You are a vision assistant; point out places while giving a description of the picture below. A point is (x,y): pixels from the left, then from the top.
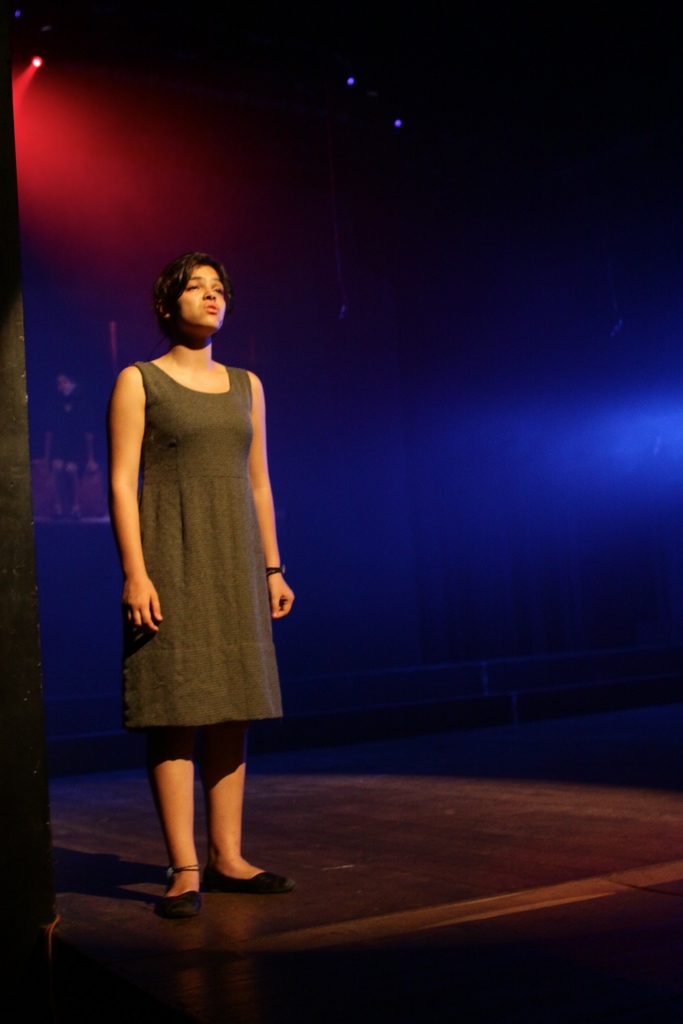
In the picture I can see a woman (251,473) wearing gray color dress (202,500) is standing on the stage (440,802). The background of the image is dark where we can see the blue and red color lights (639,476).
